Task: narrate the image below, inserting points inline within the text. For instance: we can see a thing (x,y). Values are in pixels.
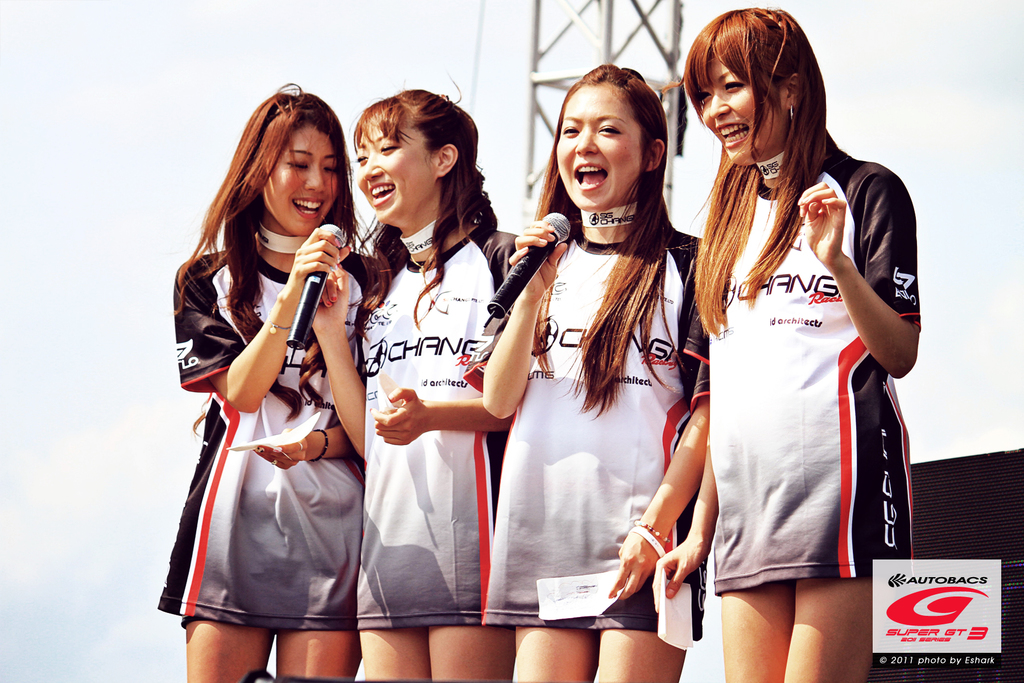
This image consists of four women (581,428) wearing T-shirts (300,513) are singing. To the right (947,481), there is a speaker (971,547). In the background (612,23), there is a stand (606,7). To the top (103,117), there is a sky (115,275). They are also wearing bands (778,165) to their necks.
